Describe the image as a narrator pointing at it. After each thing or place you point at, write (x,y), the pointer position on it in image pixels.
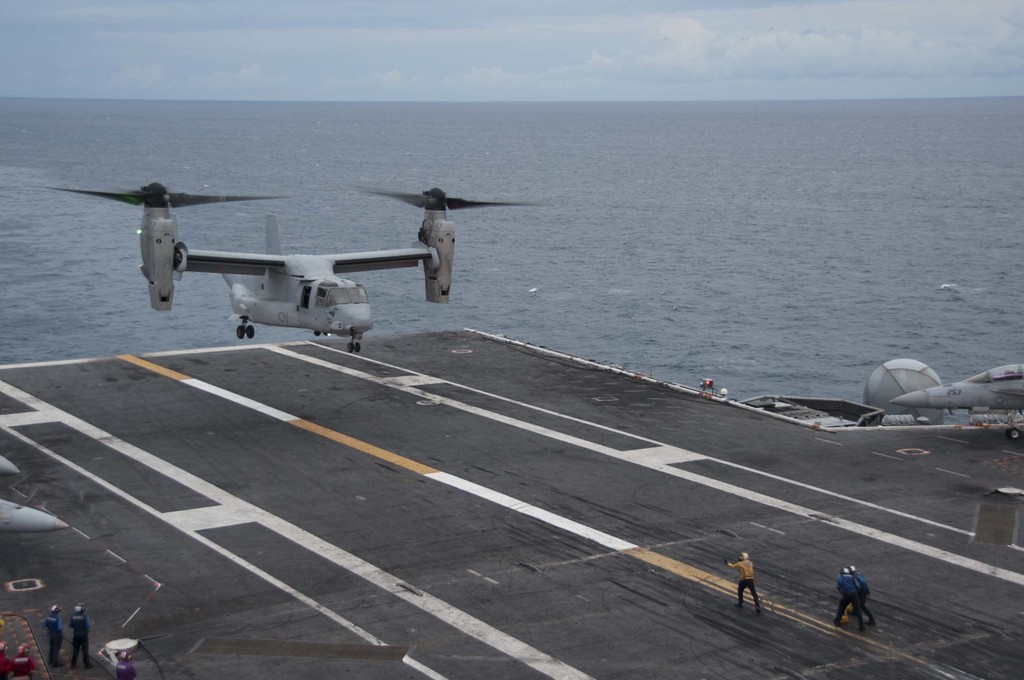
In this picture we can see airplanes (18,512), water (480,177) and some people (57,607) on the ground (724,467) and in the background (892,31) we can see the sky (297,39) with clouds (689,53).
